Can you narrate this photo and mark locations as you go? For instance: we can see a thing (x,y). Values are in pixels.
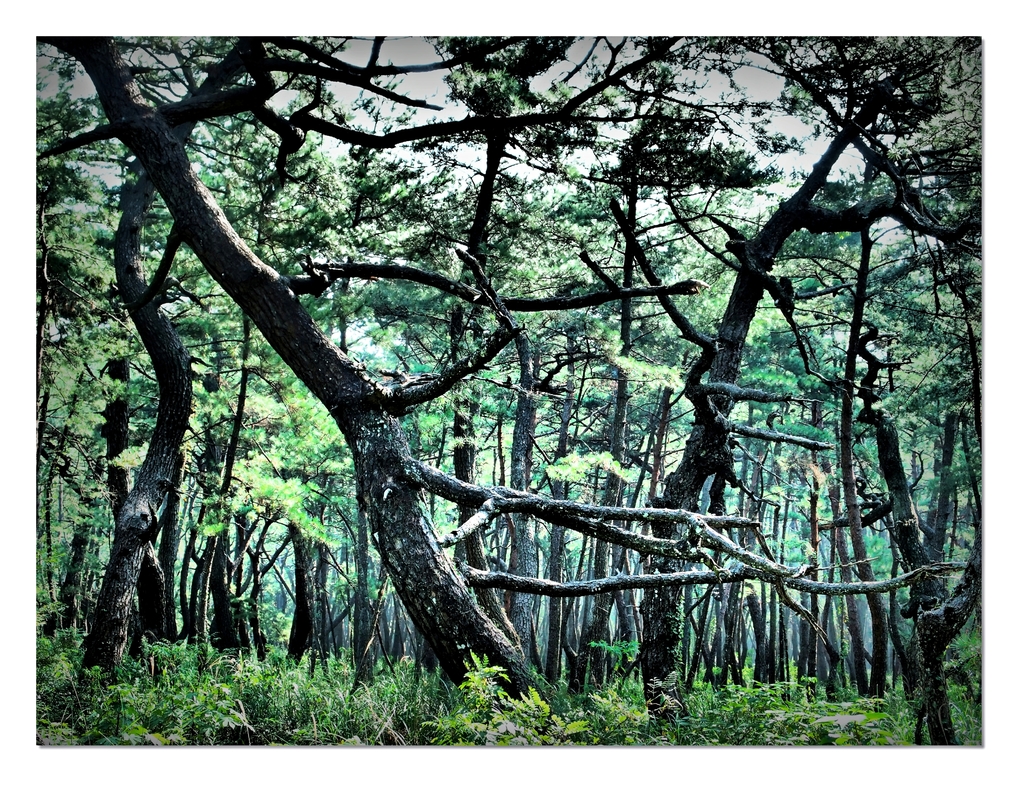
In this picture we observe dense trees (460,292) all over the place.
